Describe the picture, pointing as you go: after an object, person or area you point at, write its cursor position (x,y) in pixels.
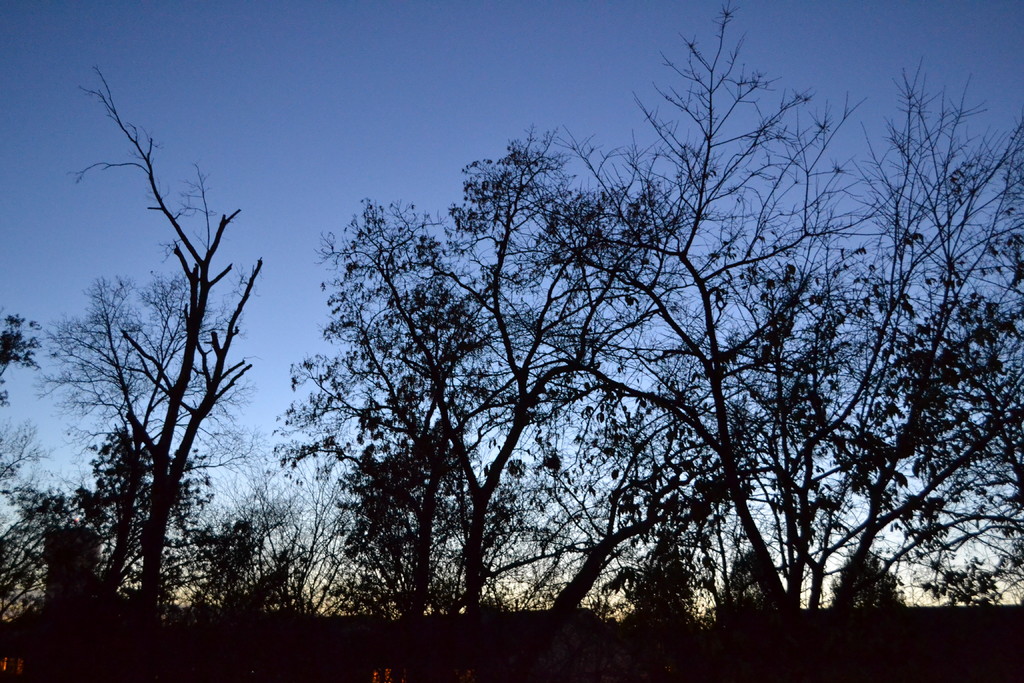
In this image there are trees (553,372) and the sky (345,164).
